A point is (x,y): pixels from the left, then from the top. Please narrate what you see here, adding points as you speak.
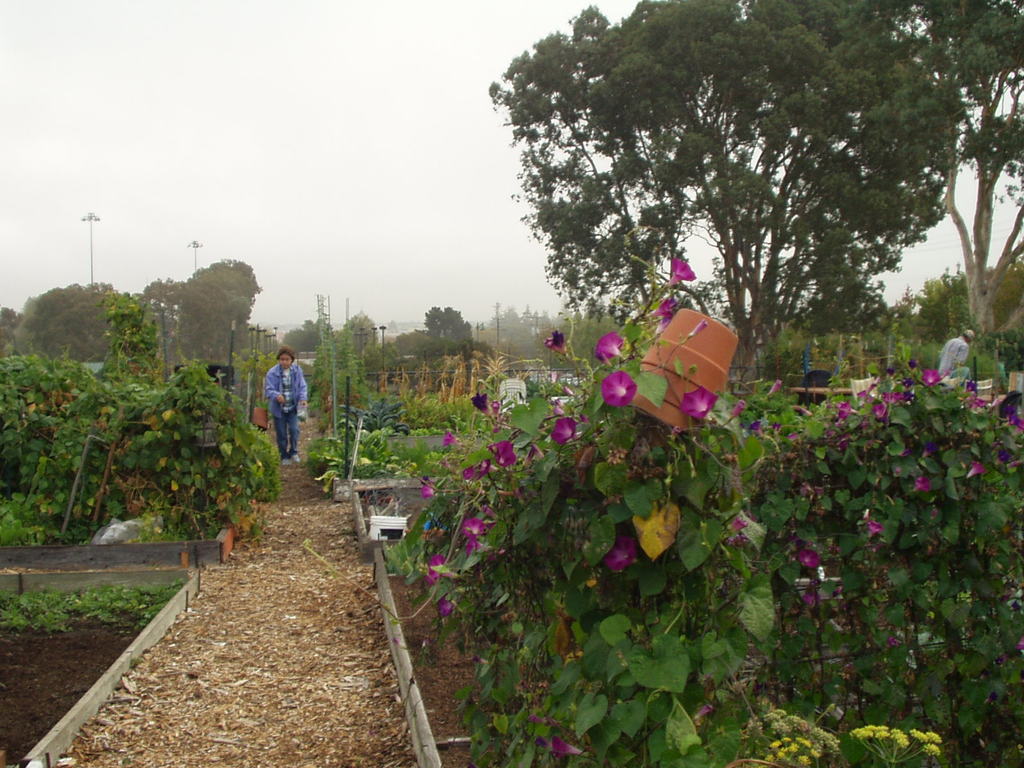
In this image on the right side (847,584) and left side (122,483) there are some plants (249,467), flowers (844,422), flower pots (672,342) and there are some people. At the bottom (378,666) there is walkway (326,618), sand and some grass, and in the background (57,305) there are trees (199,330) and poles (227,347). At the top (396,238) there is sky (472,246).
